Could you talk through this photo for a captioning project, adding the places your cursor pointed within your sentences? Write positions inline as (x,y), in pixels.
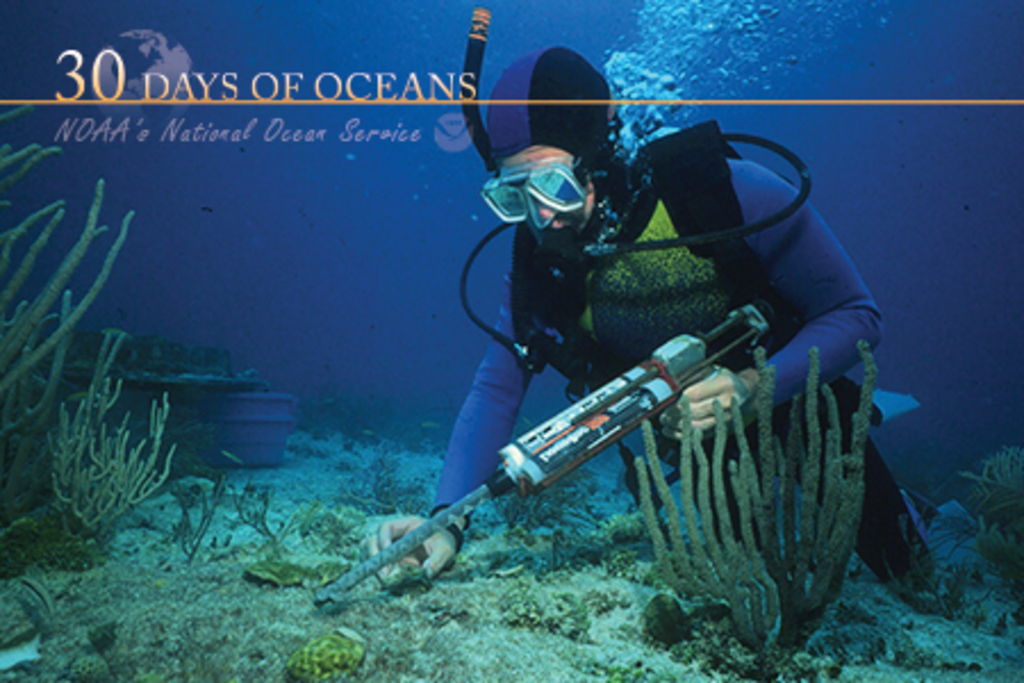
In this image there is one person (655,321) who is wearing a jacket (636,284), and he is in water (435,415) and he is holding gun (572,415) and there are some water plants (810,516). At the bottom (730,616) there is sand (287,654) and some plants (270,574), and at the top of the image (173,127) there is text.
